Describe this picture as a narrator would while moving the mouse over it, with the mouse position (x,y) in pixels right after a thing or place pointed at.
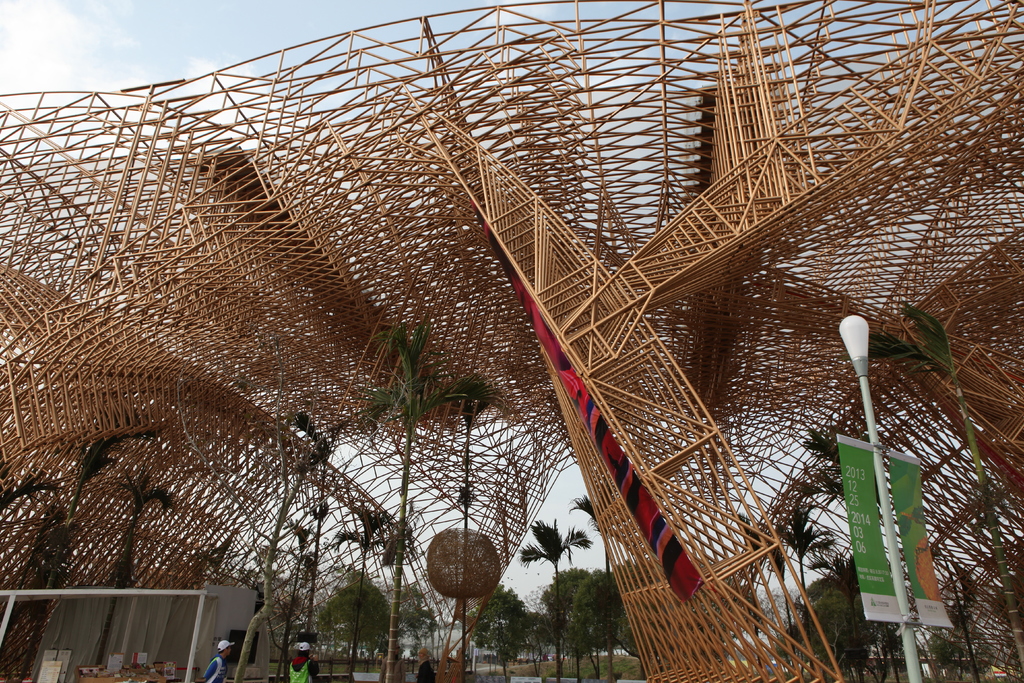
In this image I can see structure (445,339) which is made up of bamboo poles (130,380) which are in brown color. To the side I can see the light pole (886,522) and the board (869,542) to it. I can see three people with different color dresses (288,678). In the back (512,574) there are many trees (536,640) and the sky (619,548). To the left (123,645) I can see the shed (90,624).
